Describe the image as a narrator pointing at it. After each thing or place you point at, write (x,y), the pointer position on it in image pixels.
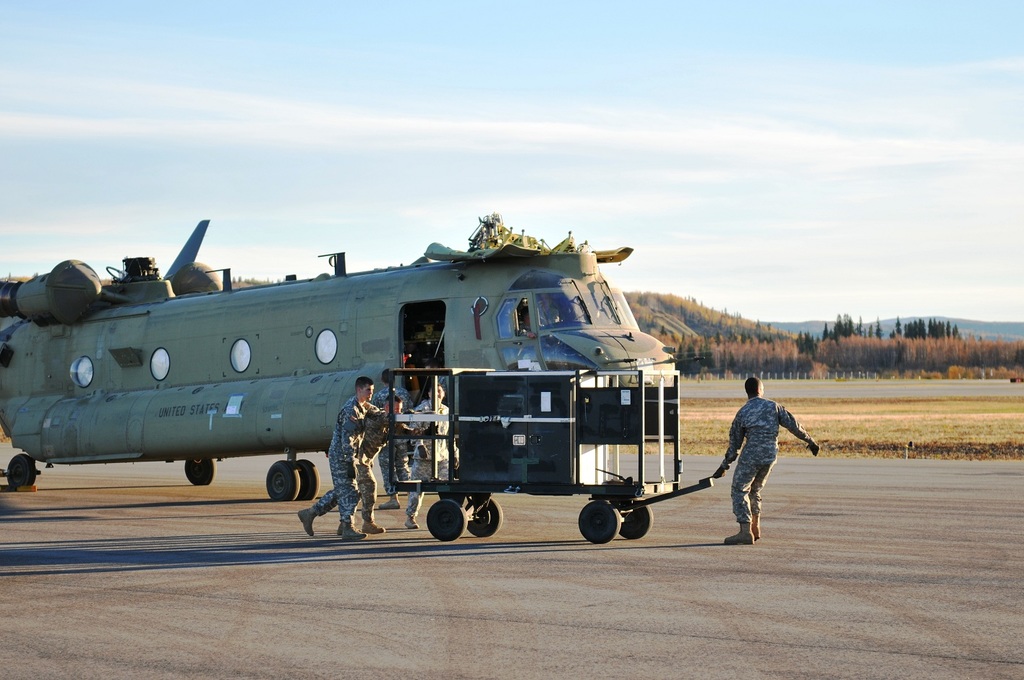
In this image we can see a helicopter (382,289) on the ground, there are some people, trees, grass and mountains (727,326), in the background (353,154), we can see the sky (404,165) with clouds (893,297).
